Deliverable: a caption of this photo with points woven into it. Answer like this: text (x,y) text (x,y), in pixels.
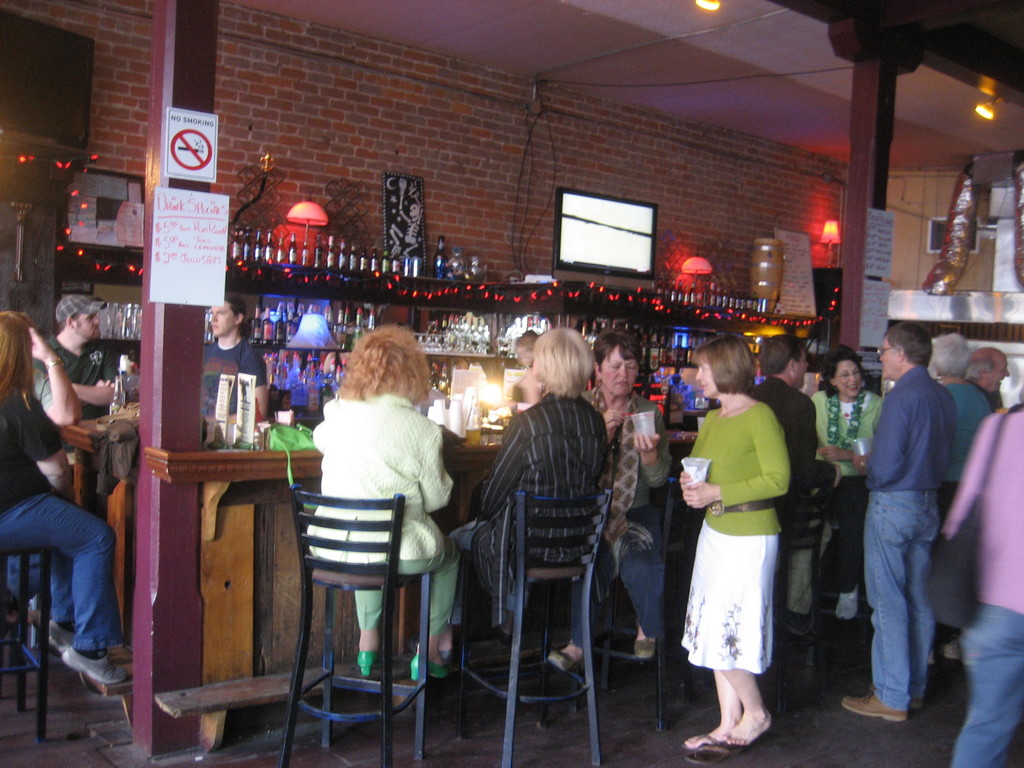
There are four ladies (371,474) sitting on chairs (554,561). Some are standing. There are pillars (884,193). On the pillar (181,184) there are some signs (185,159) and notices (185,232). In the background (312,309) there are cupboards (490,306). On the cupboards (347,305) there are bottles (382,266). There is a TV (599,214) on the wall (606,171). There are lights (702,266), a painting (408,208) is on the wall (499,120). There is a table (268,450) and on the table (254,450) there are many items (460,404) kept.
